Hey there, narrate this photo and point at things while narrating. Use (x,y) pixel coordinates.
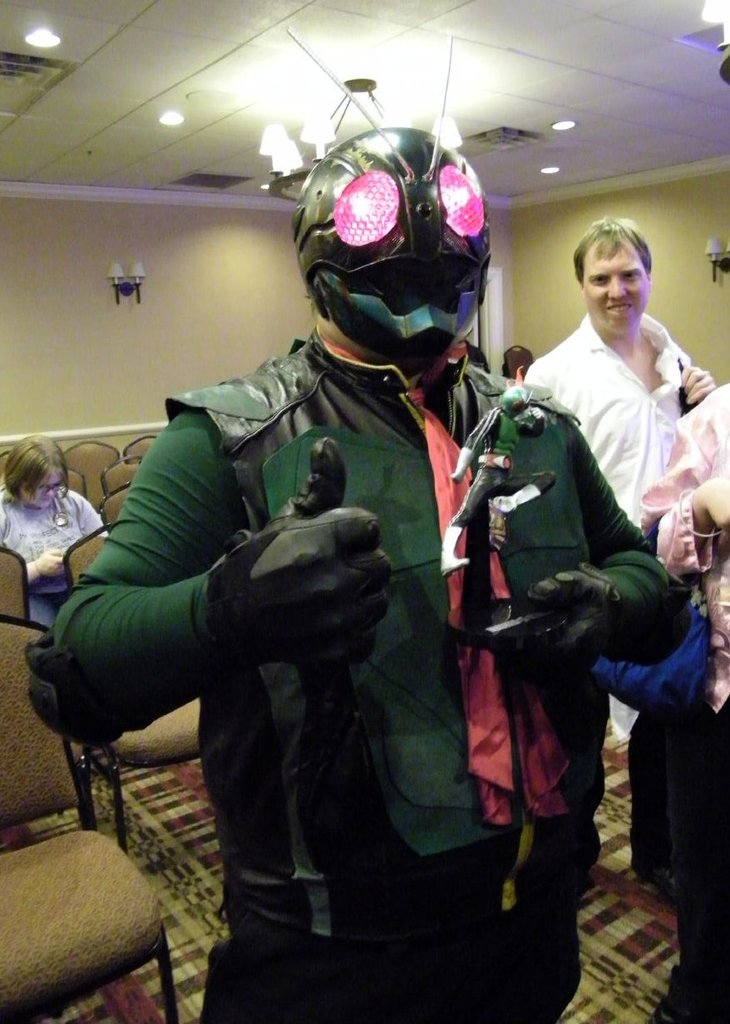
In this image there is a man (421,316) wearing a mask (400,302) is standing in the foreground (466,655). He is holding a statue (501,455). Behind him there are many other people (637,466). There are few chairs (13,639) in the room (142,815). On the ceiling (166,79) there are lights (277,156).
